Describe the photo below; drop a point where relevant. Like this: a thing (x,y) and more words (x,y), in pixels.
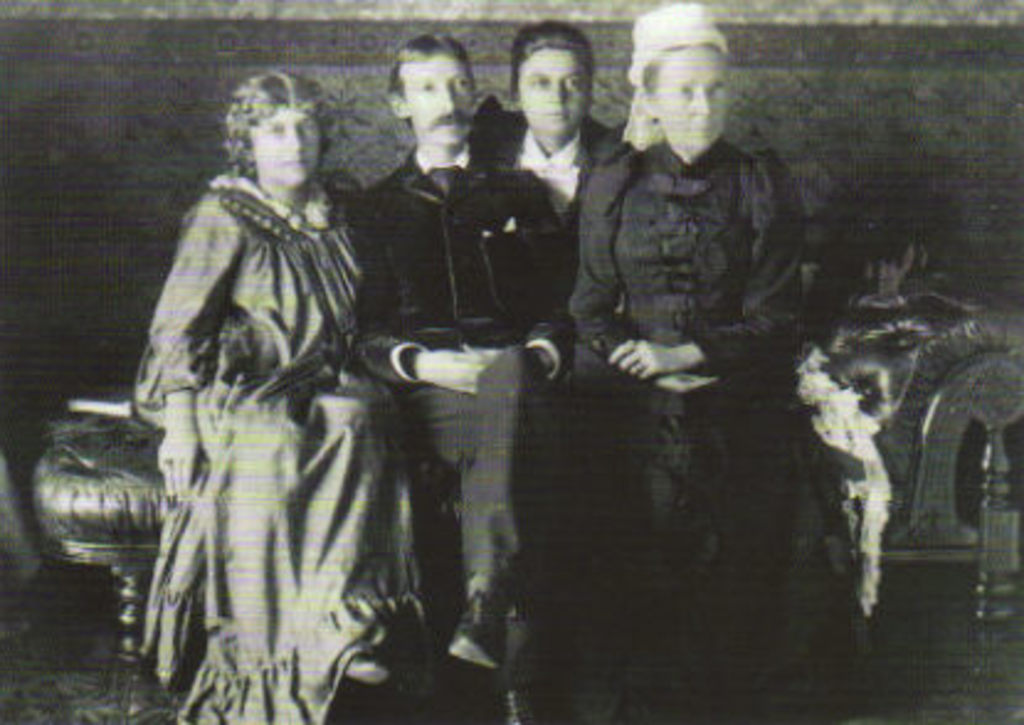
This is a black and white picture. In the center (418,342) the picture there are four people (338,264) sitting on the couch (96,486).
